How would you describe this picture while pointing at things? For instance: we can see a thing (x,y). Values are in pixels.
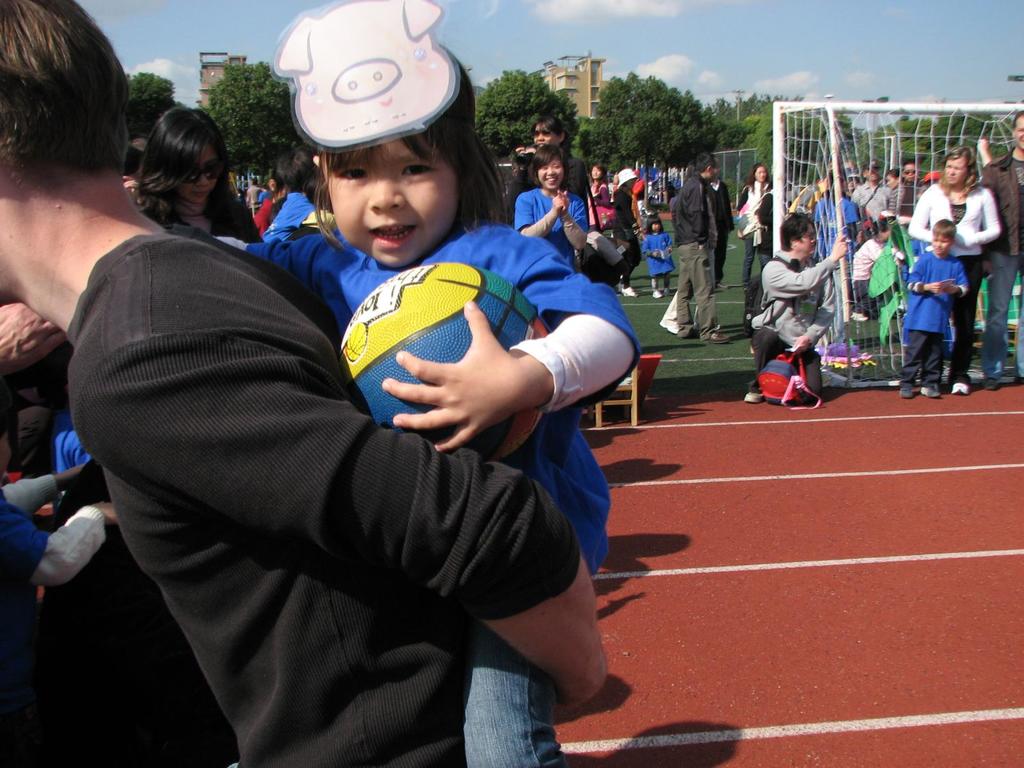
In this image there are group of people (189,558) some of them are standing and some of them are walking and on the top (497,38) there is sky (744,48) and in the center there are some trees (518,108) and buildings (563,88) are there and on the top of the right side (810,130) there is a net (817,141).
